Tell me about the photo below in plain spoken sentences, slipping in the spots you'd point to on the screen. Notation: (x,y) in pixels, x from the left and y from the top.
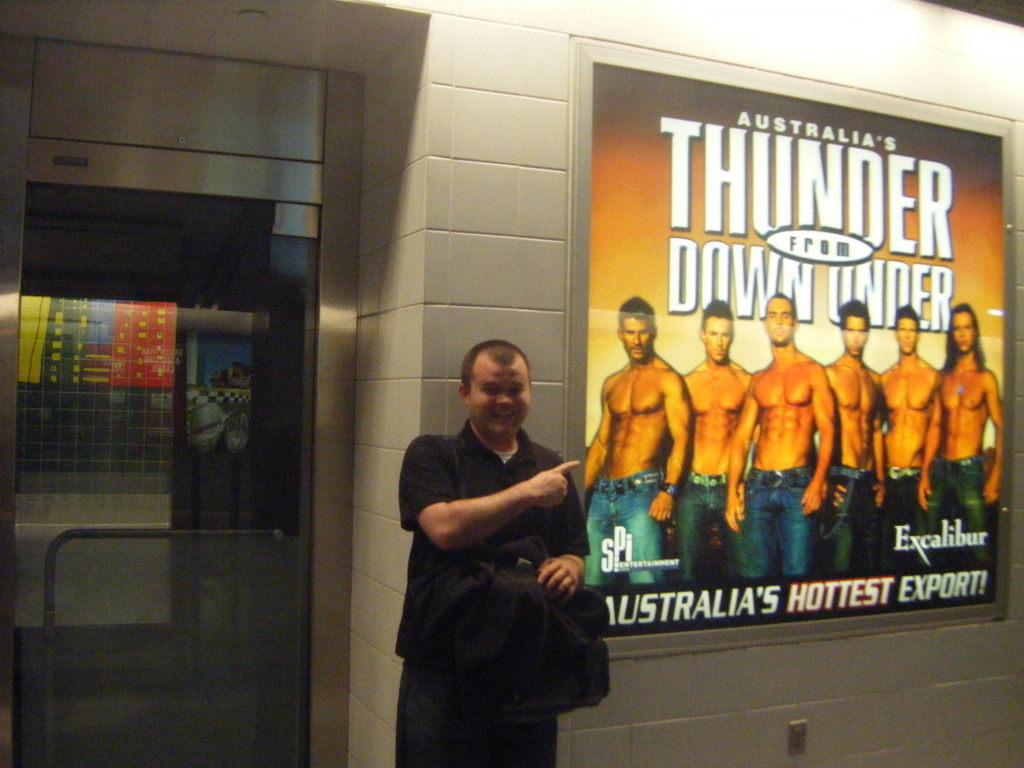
In the center of the image (437,497) we can see a man (436,647) standing. He is holding a cloth (510,617) in his hand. On the right (721,472) there is a board (917,348) placed on the wall (466,125). On the left (97,513) we can see a door (96,494).
